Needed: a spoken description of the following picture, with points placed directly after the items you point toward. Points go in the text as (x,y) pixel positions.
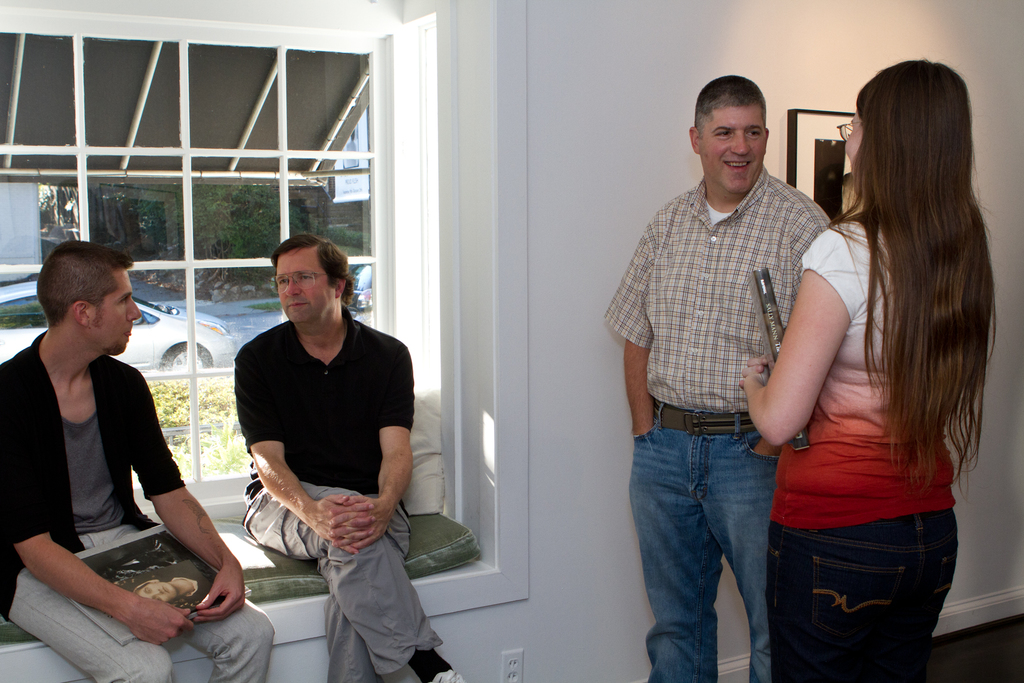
In a room (299,601) there are four people (767,443), three men (699,340) and a woman (831,473). Two people (240,414) are sitting in front of a window (190,110) and beside them there is a wall (535,478) and in front of the wall (468,393) the woman (782,388) and the man (714,321) standing and talking to each other, there is a photo frame (827,148) attached to the wall (779,58), outside the window (80,240) there are some vehicles (216,333) parked beside the plants (201,399).
